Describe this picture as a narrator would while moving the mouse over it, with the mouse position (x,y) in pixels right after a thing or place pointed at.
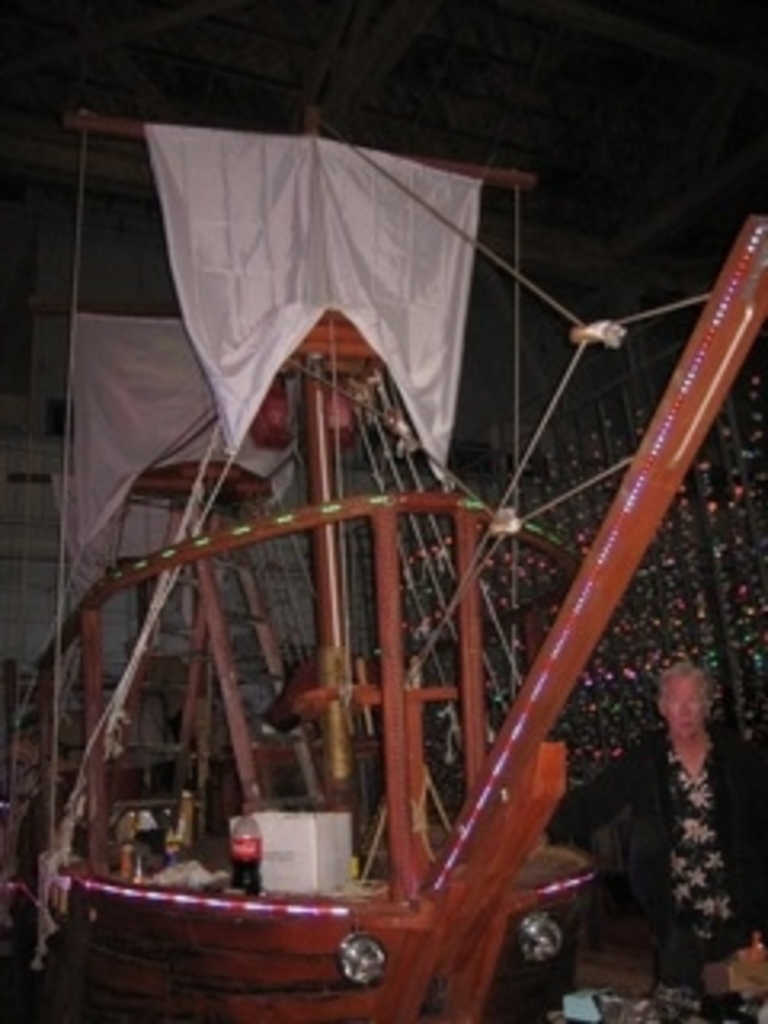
This is the picture of a room (115,217). In this image there is a person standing beside the boat (509,902). There is a bottle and cardboard box (333,818) on the boat (496,962). At the top (437,116) there is a roof (408,118). There are lights (365,967) on the boat (459,971).
